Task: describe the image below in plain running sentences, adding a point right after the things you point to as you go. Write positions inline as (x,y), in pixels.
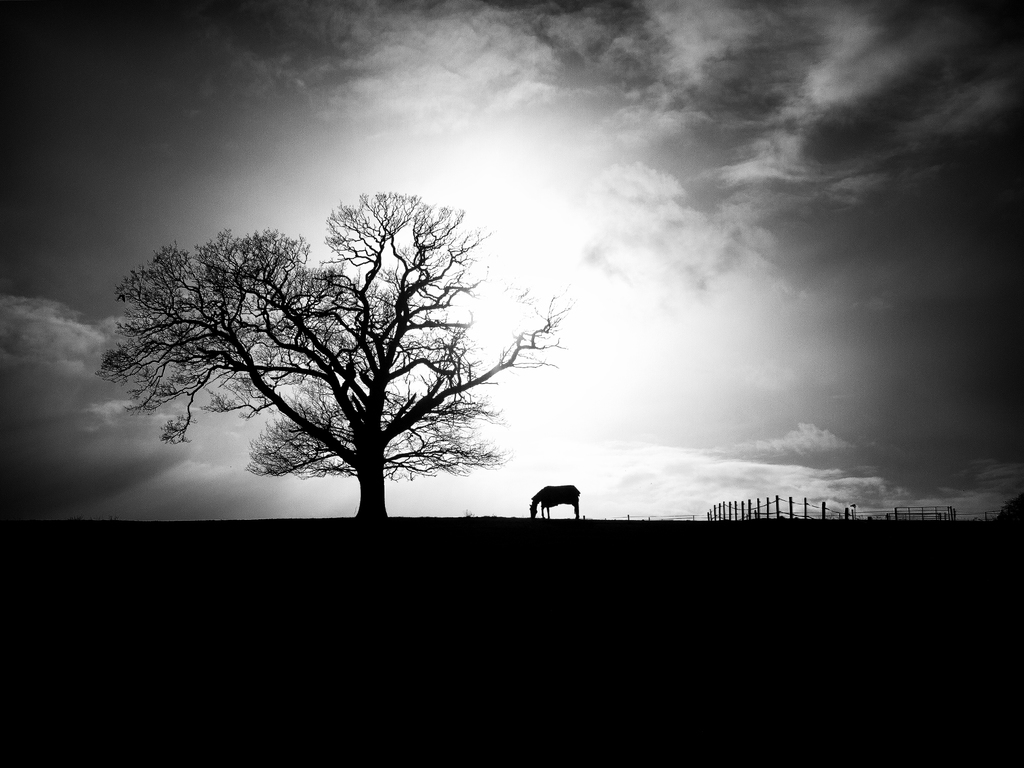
At the bottom (444,626) I can see a dark color. In the middle (356,386) I can see a tree (399,468), horse (573,512) and a fence (777,519). The background (805,454) is covered with the sky (544,141). This image is taken may be during daytime.
